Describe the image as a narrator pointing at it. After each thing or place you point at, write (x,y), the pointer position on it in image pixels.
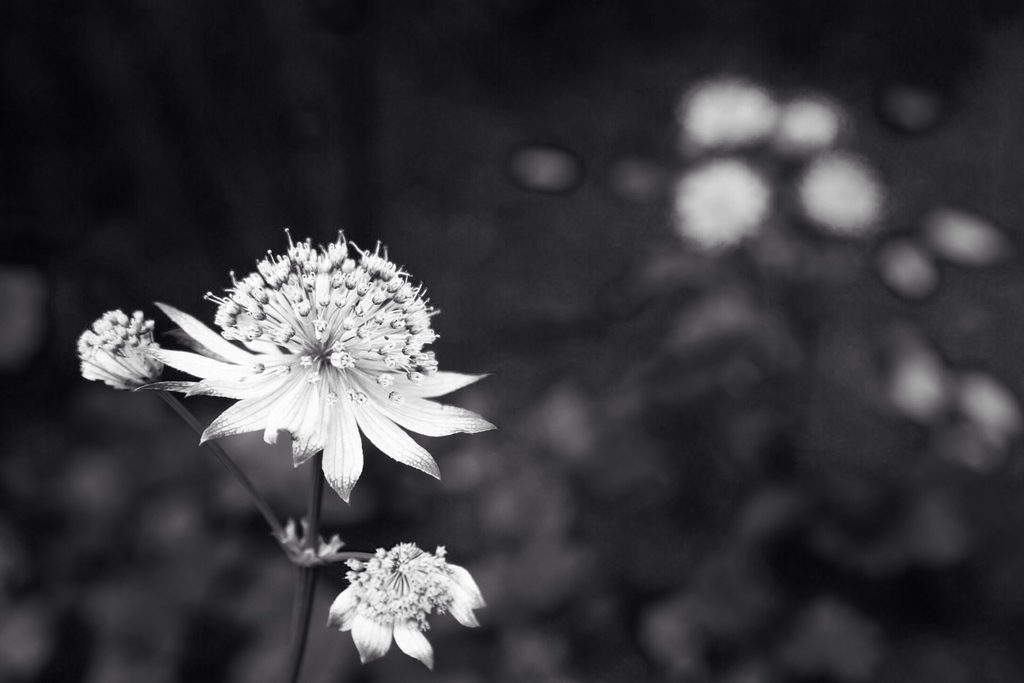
In this image there are plants (375,403) with flowers (330,409) and the background (243,550) is blurred.
